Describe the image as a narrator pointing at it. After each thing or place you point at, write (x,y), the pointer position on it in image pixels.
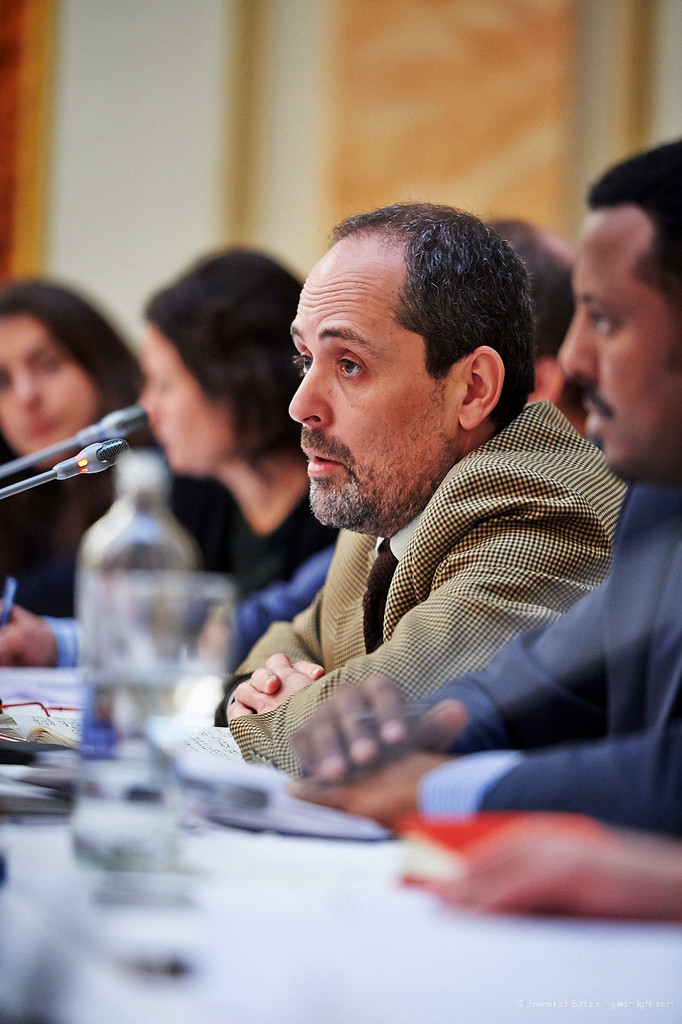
In this picture, we see three men (455,487) and two women (248,374) are sitting on the chairs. In front of them, we see a table (174,900) on which water bottle (122,708), glass (154,701), papers (63,777) and a red color book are placed. In front of them, we see the microphones (101,447). We see the man (386,448) in the blazer (534,531) might be talking on the microphone (89,456). In the background (274,152), we see a wall (167,161) in white and orange color. This picture is blurred in the background (504,215).
